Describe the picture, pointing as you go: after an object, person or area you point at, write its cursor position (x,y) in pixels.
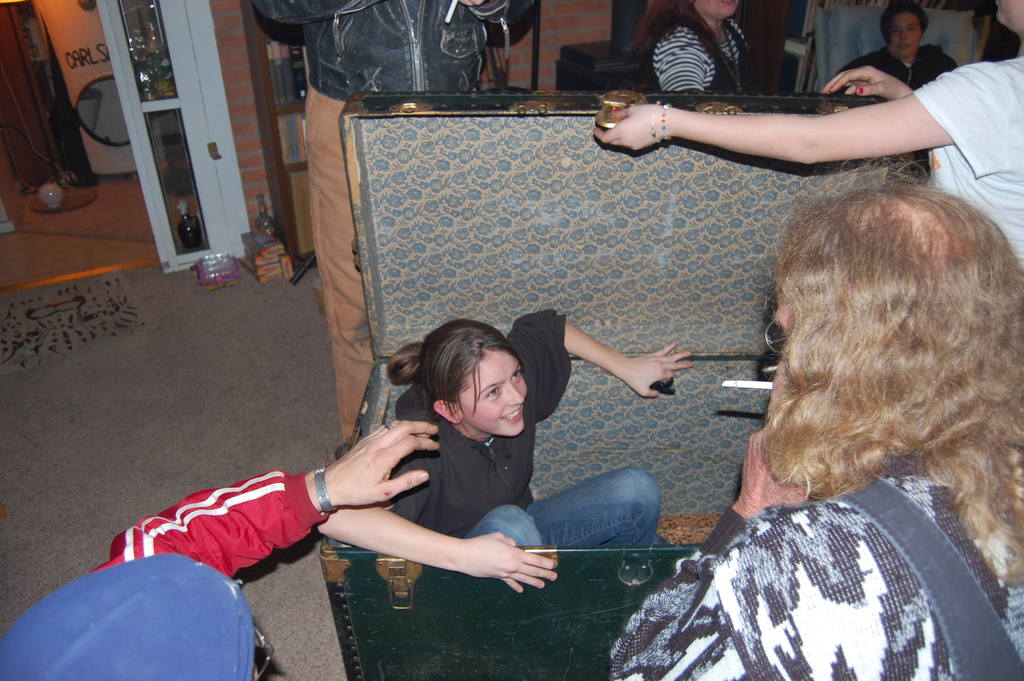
There is a box (407,562). Inside the box (394,610) there is a girl (480,426). Near to the box (490,122) there are few people (712,128). In the back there is a brick wall (232,105). Near to that there is a cupboard (278,70) with books (278,70). On the floor (170,307) there is a carpet (99,313), bottles (192,239) and many other items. Also there is a door (129,79). In the background (43,69) there are few items (49,79).
